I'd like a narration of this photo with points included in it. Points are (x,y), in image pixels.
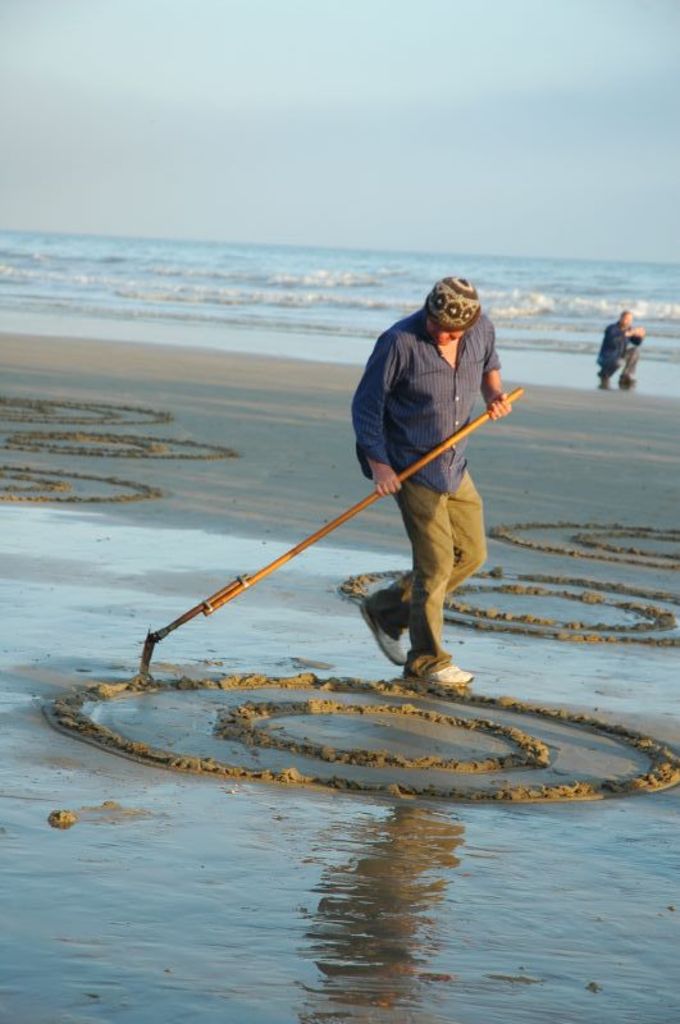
Front this person (443,354) is holding a stick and drawing circles (102,694) on sand (458,881). Far there is a person (616,334) and water (515,300).
